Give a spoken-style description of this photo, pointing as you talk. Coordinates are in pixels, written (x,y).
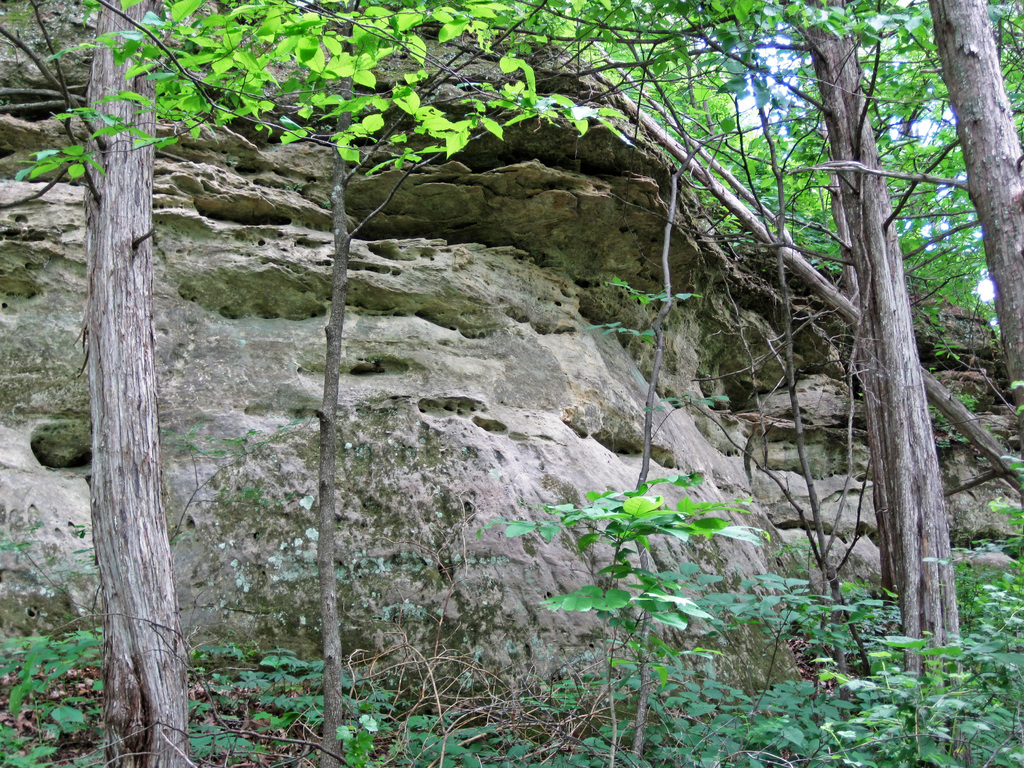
This picture is taken from the forest (124,606). In this image, we can see some trees (875,285) and plants (18,712), we can also see some wooden rod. In the background (554,403), we can see some rocks (556,229). At the top (786,42), we can see a sky (782,26), at the bottom (831,657), we can see some plants (697,689) and a grass (776,730).
